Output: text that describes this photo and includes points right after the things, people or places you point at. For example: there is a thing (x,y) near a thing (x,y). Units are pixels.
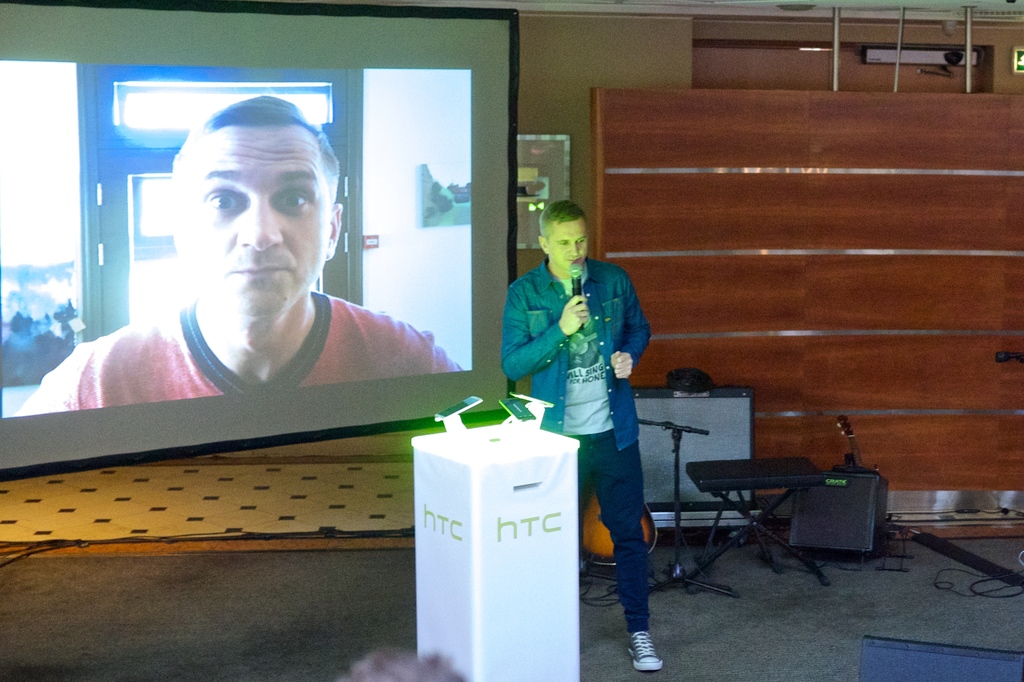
In this image I can see a man (591,397) is standing and I can see he is holding a mic (573,277). Here I can see white colour thing (529,464) and on it I can see few phones (513,417). I can also see something is written over here. In the background (449,36) I can see projector screen (342,216) and on its screen (307,280) I can see a man (202,299).
